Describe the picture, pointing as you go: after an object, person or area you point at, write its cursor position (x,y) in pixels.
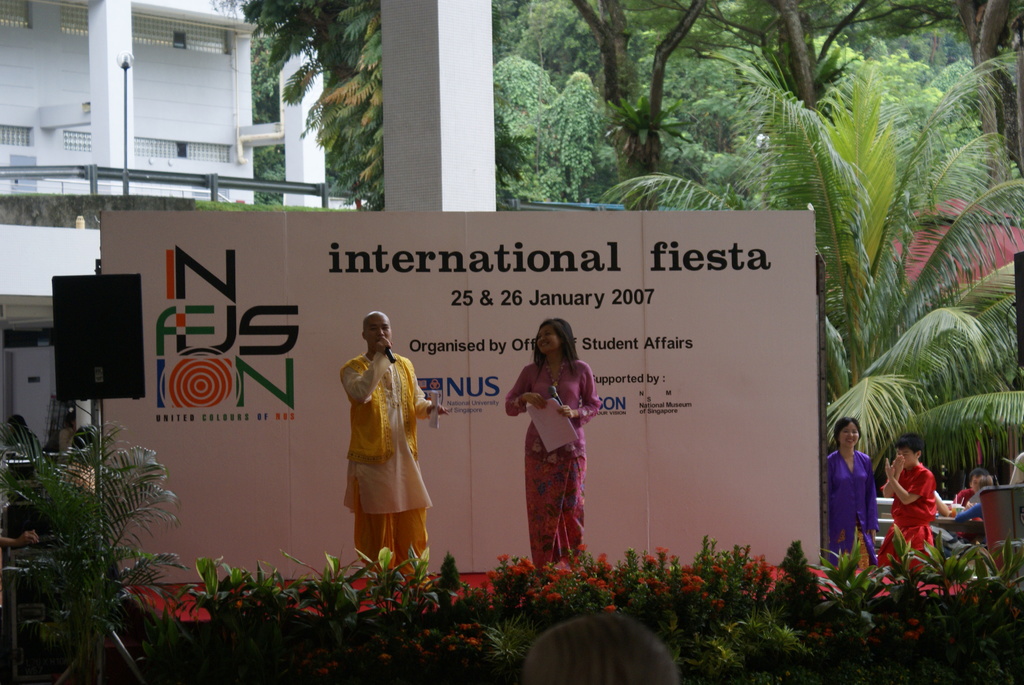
In this picture we can see some plants (842,653) and flowers (560,610) at the bottom (181,542), there are four persons (537,362), a hoarding (497,287) and a speaker (132,377) in the middle (511,283), in the background (745,141) there are some trees (696,39) and a building (108,53), two persons (374,390) in the middle (419,406) are holding microphones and papers (551,433).
